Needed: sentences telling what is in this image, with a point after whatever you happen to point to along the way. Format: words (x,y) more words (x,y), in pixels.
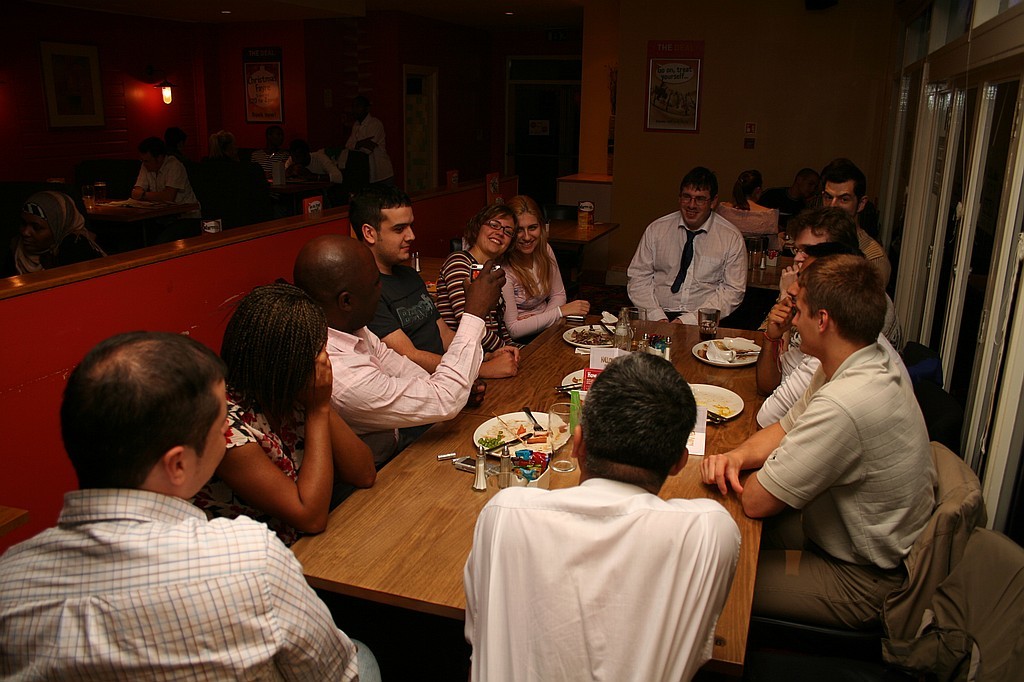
This image is taken inside the restaurant (141,278). In the left side of the image (209,566) there is a sofa (78,352) and a man (227,662) sitting on it. There are many people (701,608) in this image. In the middle of the image (443,435) there is a table (322,547) which has plate (697,391), fork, knife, salt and pepper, glass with water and tissues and a man (590,561) placing his hands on this table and sitting on a chair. In the right side of the image (877,504) there is a man (859,563) sitting in a chair (968,477) and placing his hands (741,467) on table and a window (1016,377). At the top of the image (678,89) there is wall (129,89) and a frame (679,108) on it and a lamp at the left top most of the image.
